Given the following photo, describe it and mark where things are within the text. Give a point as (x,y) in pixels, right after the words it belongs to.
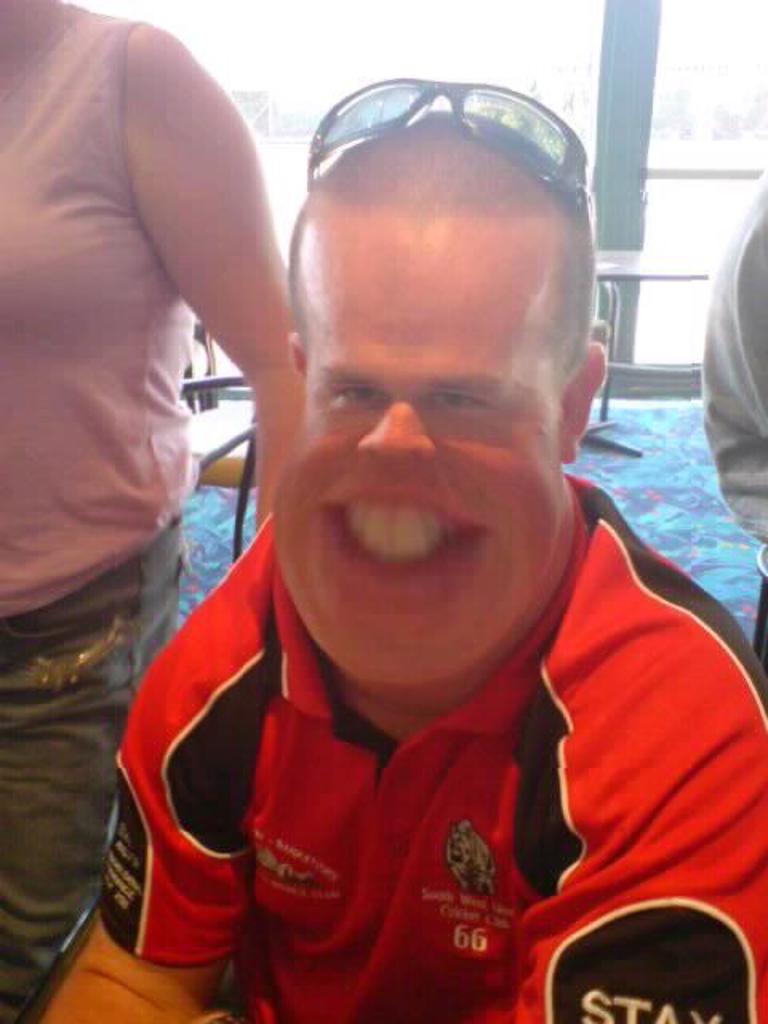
This is an edited image, in this image there is a person (405,917) sitting on a chair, on either side of him there are two people (102,469) standing, in the background (619,292) there is a table (643,273) and a pole (626,153).
